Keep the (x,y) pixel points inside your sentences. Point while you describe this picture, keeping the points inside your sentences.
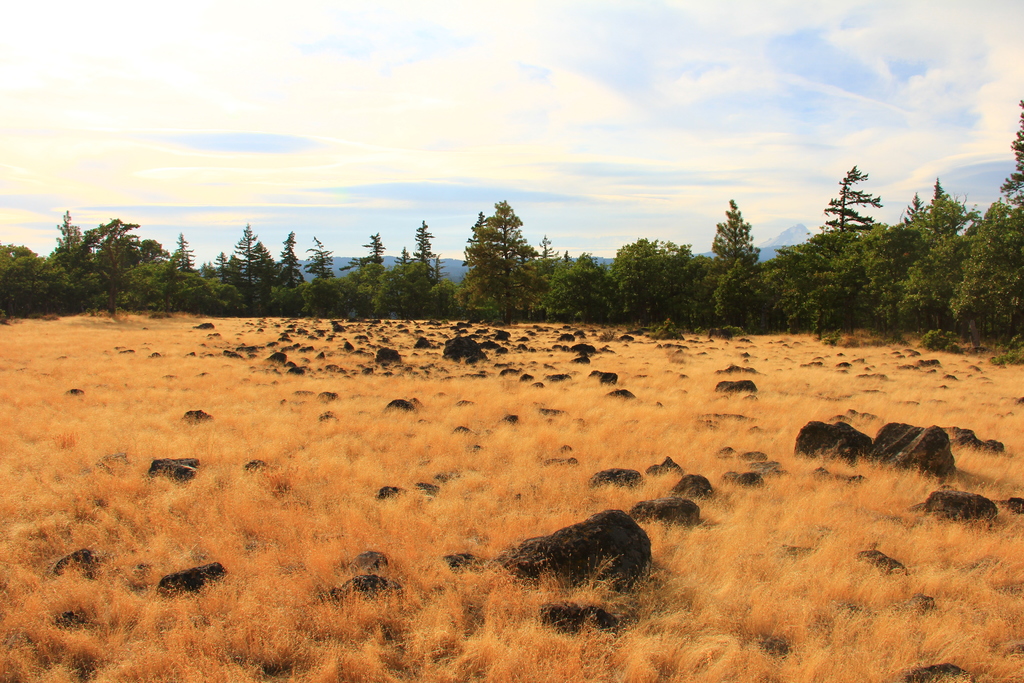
In this image I can see dried grass (224,369) in brown color, background (66,163) I can see few rocks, trees (596,297) in green color and the sky (509,149) is in white and blue color.
